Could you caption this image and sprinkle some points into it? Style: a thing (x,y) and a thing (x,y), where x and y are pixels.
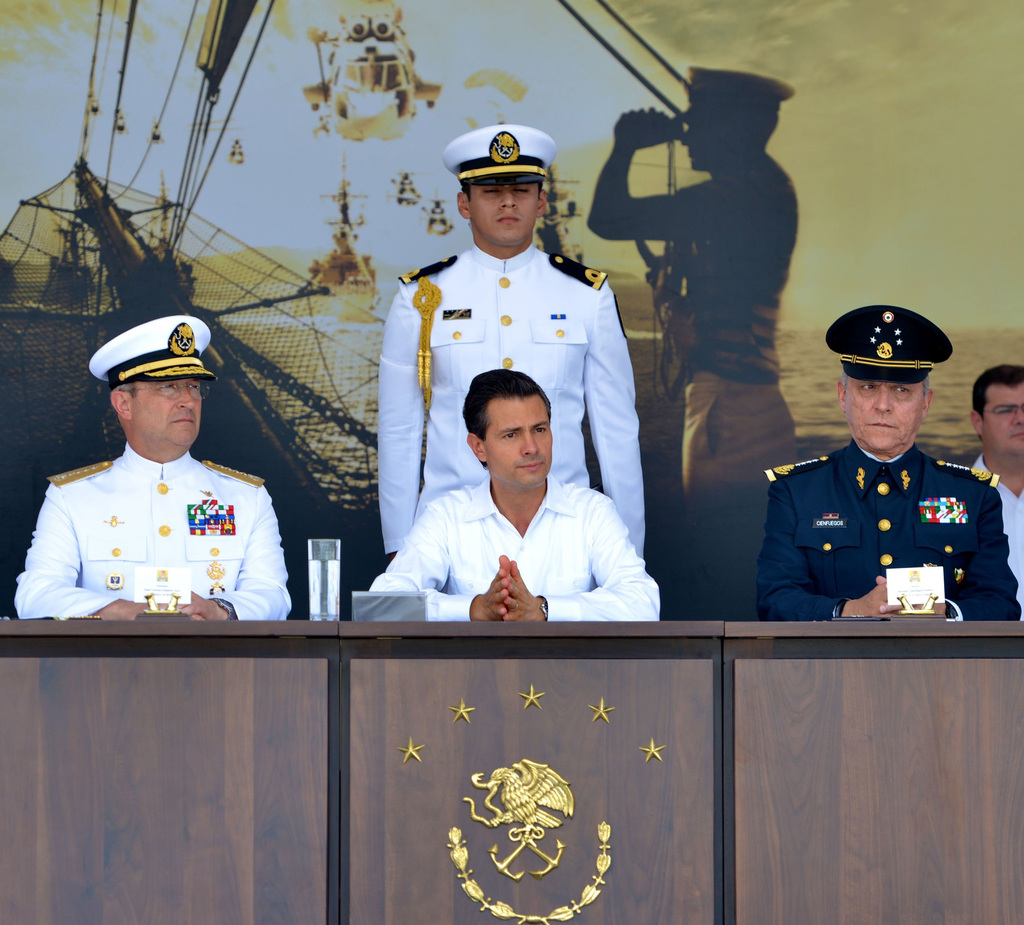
In the center of the image (555,499) we can see three people (444,535) sitting, before them there is a table (737,708) and we can see a glass (332,614) and a board (911,593) placed on the table (526,655). In the background (546,270) there is a man (562,269) standing and there is a banner (436,66).
